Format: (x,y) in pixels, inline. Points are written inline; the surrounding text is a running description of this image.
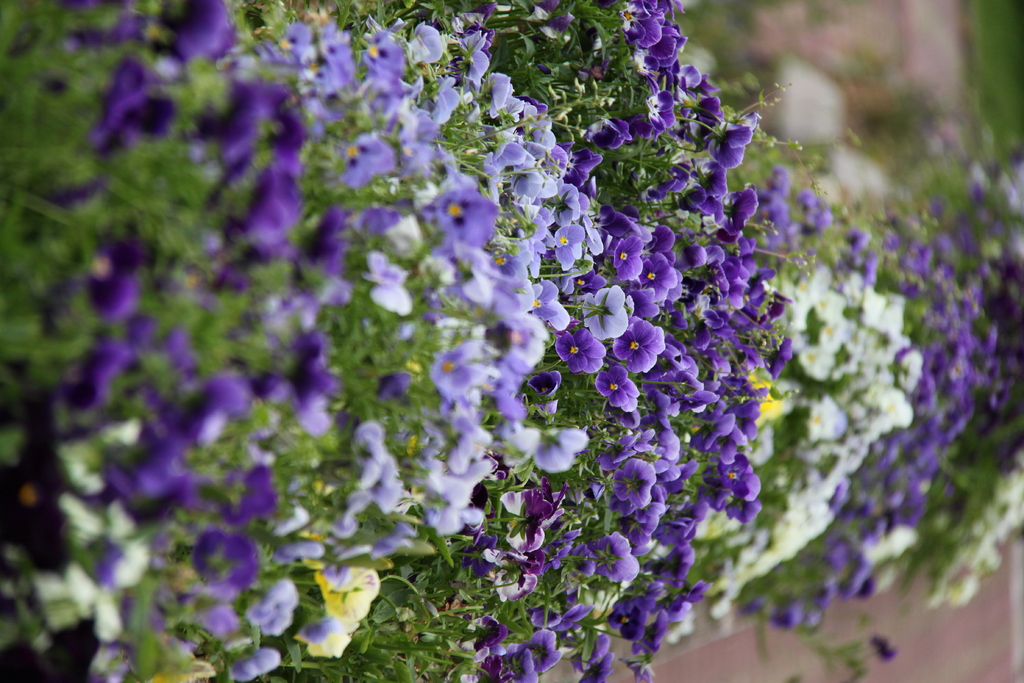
In this image we can see some bunch of flowers (657,440) to the plants (618,450).
